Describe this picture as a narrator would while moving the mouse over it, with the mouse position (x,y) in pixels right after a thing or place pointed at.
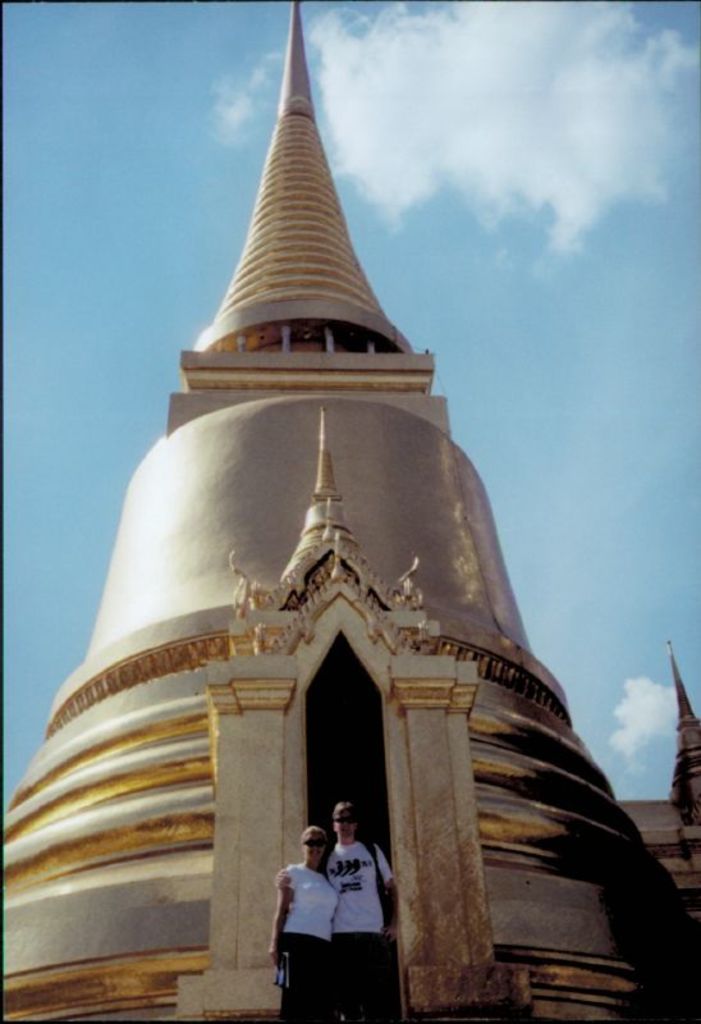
In this picture we can see there are two persons (321,924) standing. Behind the two persons (310,905), there is an architecture (138,892) and the sky (599,634).
